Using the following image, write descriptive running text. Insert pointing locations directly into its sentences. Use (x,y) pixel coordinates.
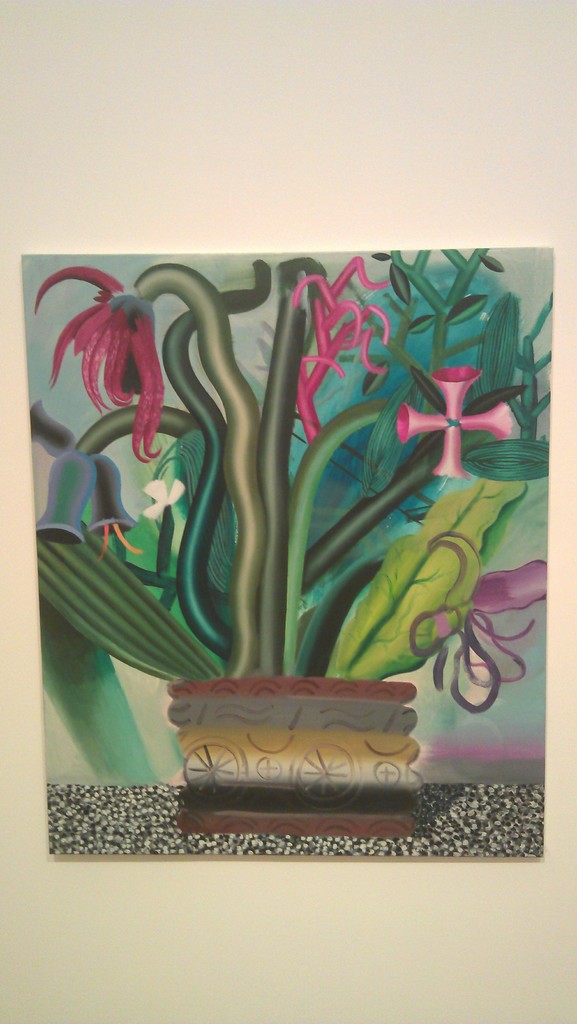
In this image there is a painting (286,569) of a flower pot (327,754) on the surface (87,796) of the rocks (454,811) on the paper (281,811), which is attached to the wall (43,154).
